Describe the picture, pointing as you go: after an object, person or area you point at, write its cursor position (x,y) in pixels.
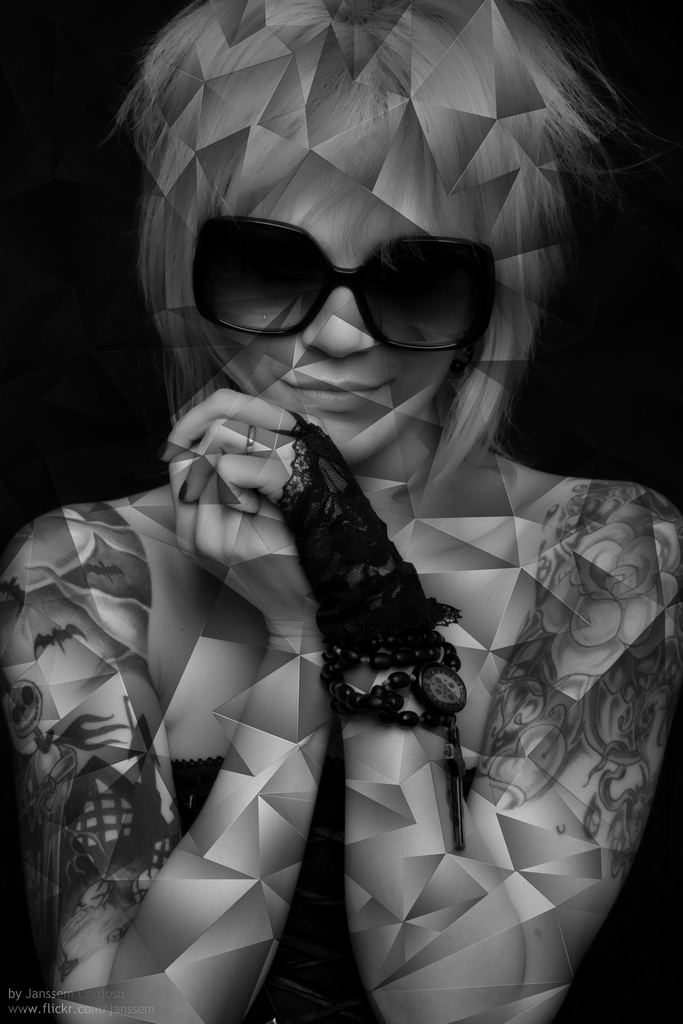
This picture is consists of edited photo of a girl (332,448) in the image.
